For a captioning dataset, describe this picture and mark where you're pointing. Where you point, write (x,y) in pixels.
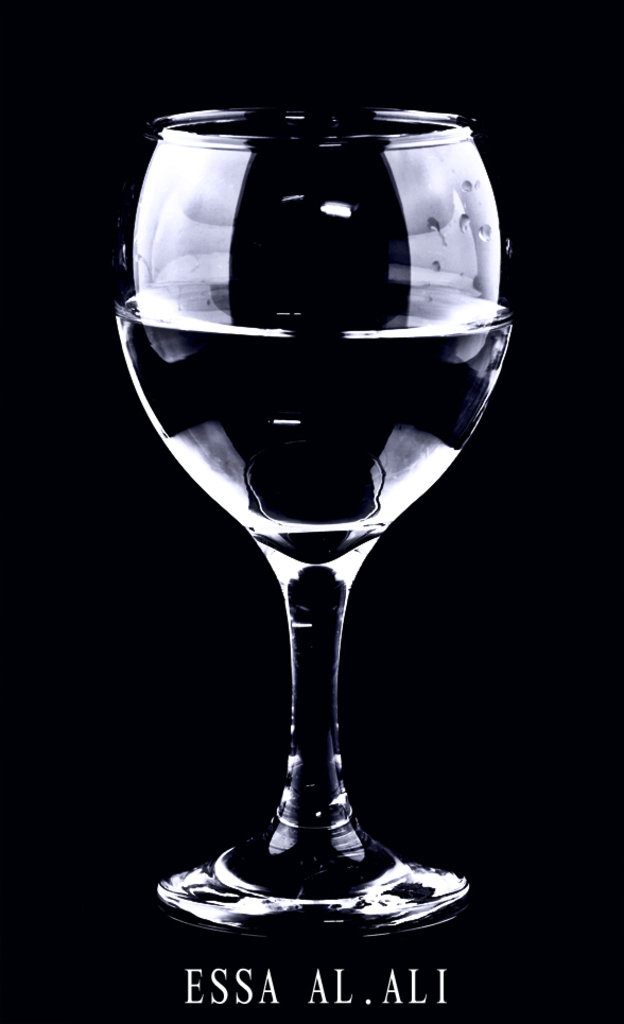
In this image, we can see a glass (345,459) with some drink (308,346). In the background (283,20), we can see black color. At the bottom (433,976), we can see some text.
